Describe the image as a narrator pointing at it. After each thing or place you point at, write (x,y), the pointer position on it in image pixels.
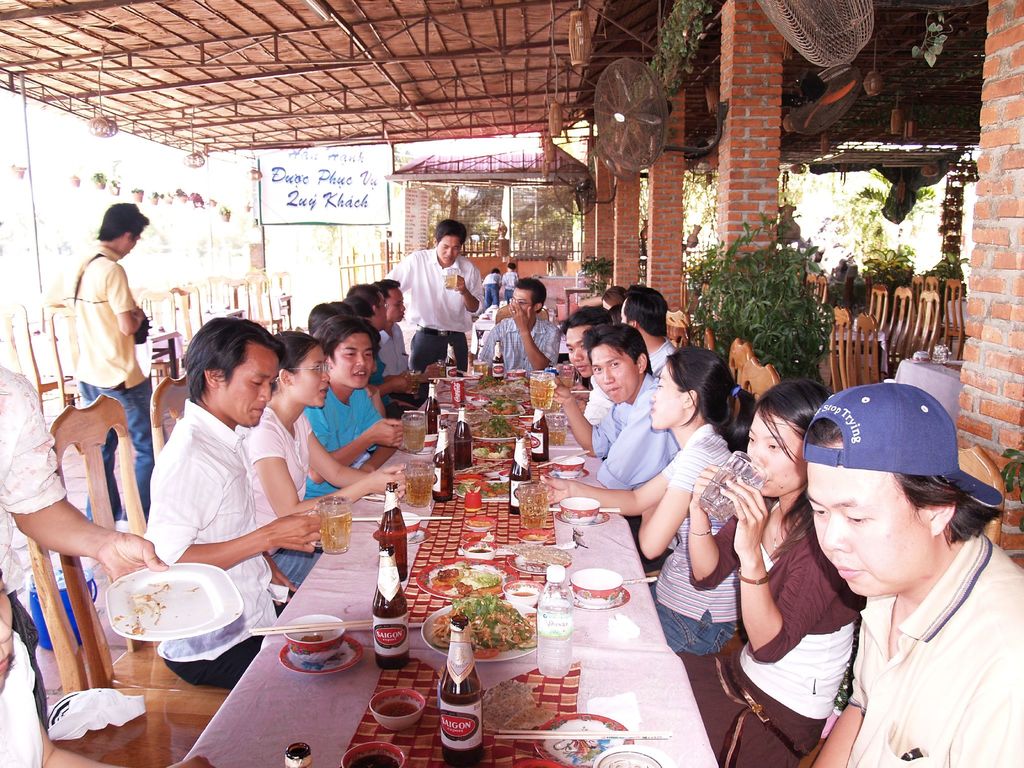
These persons (249,380) are sitting on a chair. In-front of these persons (369,349) there is a table (567,526), on a table (571,566) there is a bowl (328,636), chopsticks (369,518), bottles (377,642), glasses (337,523), plates (422,577) and food (490,600). Backside of these persons (636,380) there are plants (779,335). These pillars (741,172) are made with bricks (741,172). On top (623,112) there are fans (599,144). Far there is a board (366,177). This person (110,267) is standing. This person (20,487) is holding a plate (134,612). This person (799,589) is drinking a water (727,490) from this glass (716,507).
